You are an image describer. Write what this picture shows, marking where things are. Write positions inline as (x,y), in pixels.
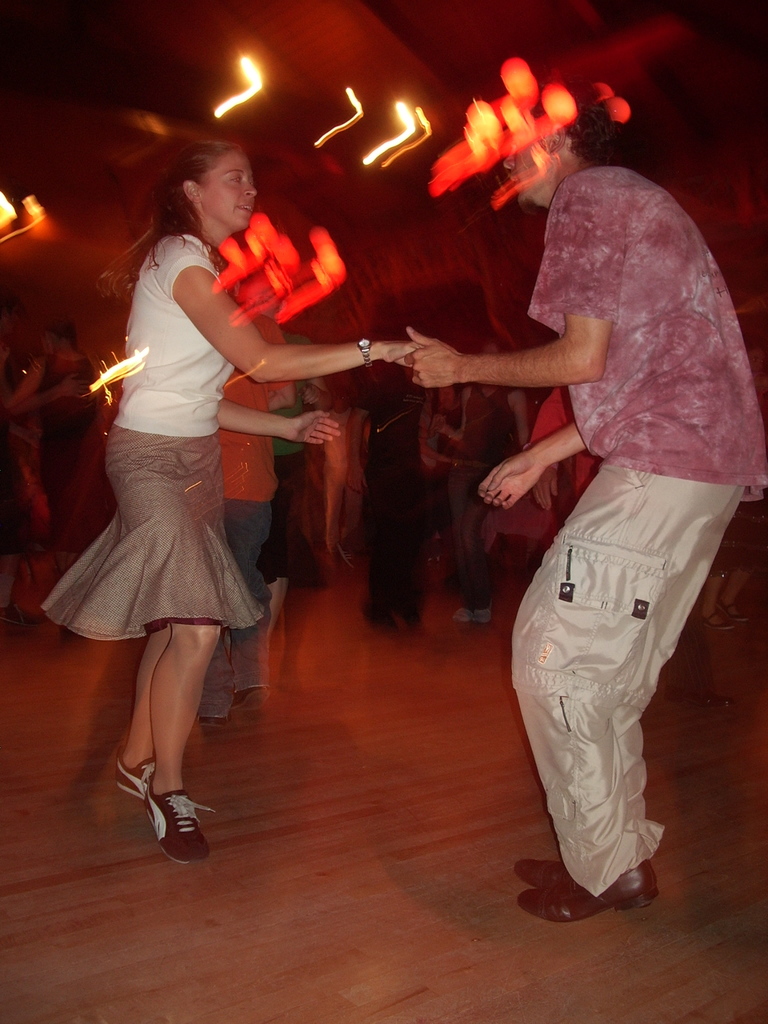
In this image we can see few people (163,523) are dancing on the floor (492,820) and there are lights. There is a blur background (138,6).
